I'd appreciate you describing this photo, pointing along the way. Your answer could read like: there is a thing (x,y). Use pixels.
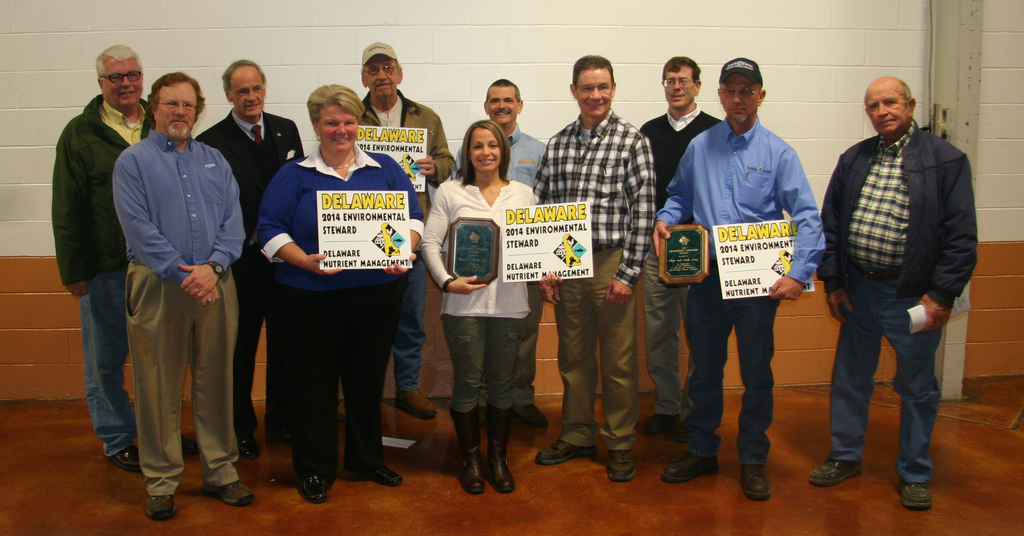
In the center of the picture (409,187) there are many people (411,371) standing, holding placards (530,244) and memorandum (684,255). In background (96,24) it is wall (868,34).
